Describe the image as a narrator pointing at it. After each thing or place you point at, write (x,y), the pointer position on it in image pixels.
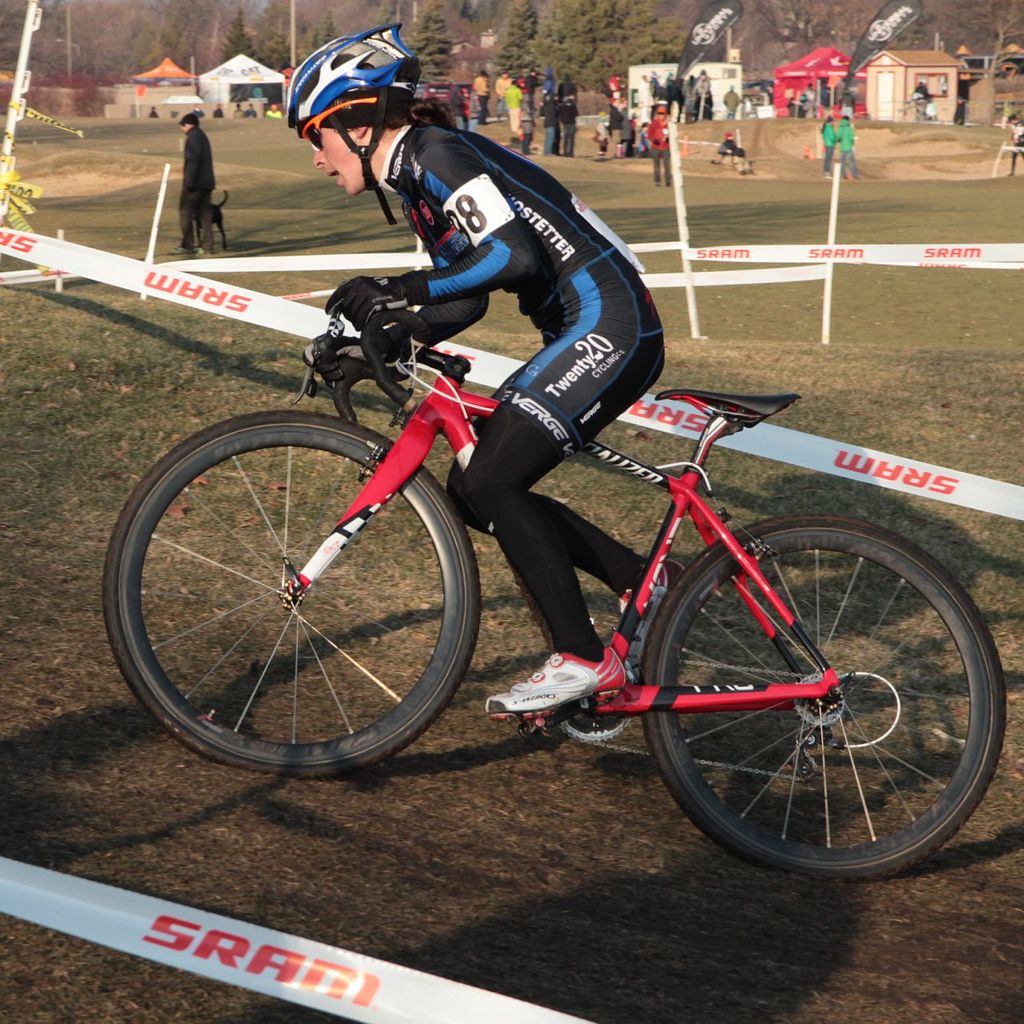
In the foreground of this image (579,362), there is a person (560,380) riding a bicycle (446,639) on the ground (541,878). On either side, there are barrier tapes (192,298) to the poles (12,107). In the background (207,171), there are people (202,186) walking and standing on the ground (224,171), banner flags (696,29), hut like structures (926,55), tents (242,76) and the trees (424,29).
